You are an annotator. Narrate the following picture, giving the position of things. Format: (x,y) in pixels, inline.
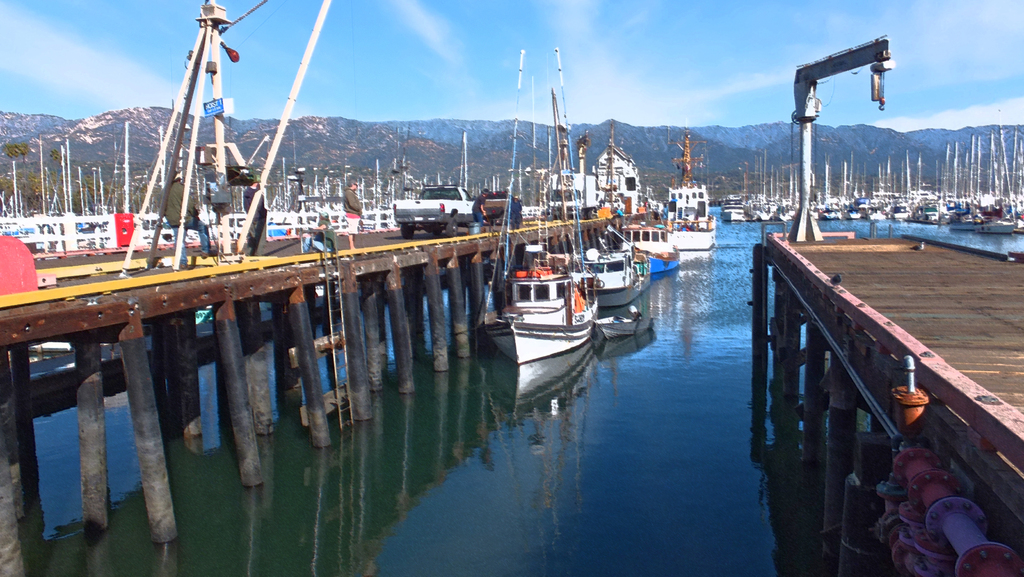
In this picture we can see a group of boats (726,214) on the water (690,328), vehicles (490,208) on the platform (256,257), some people (517,205), poles (563,186), trees (52,175), mountains (372,167), ladder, some objects (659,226) and in the background (516,67) we can see the sky (724,67).
